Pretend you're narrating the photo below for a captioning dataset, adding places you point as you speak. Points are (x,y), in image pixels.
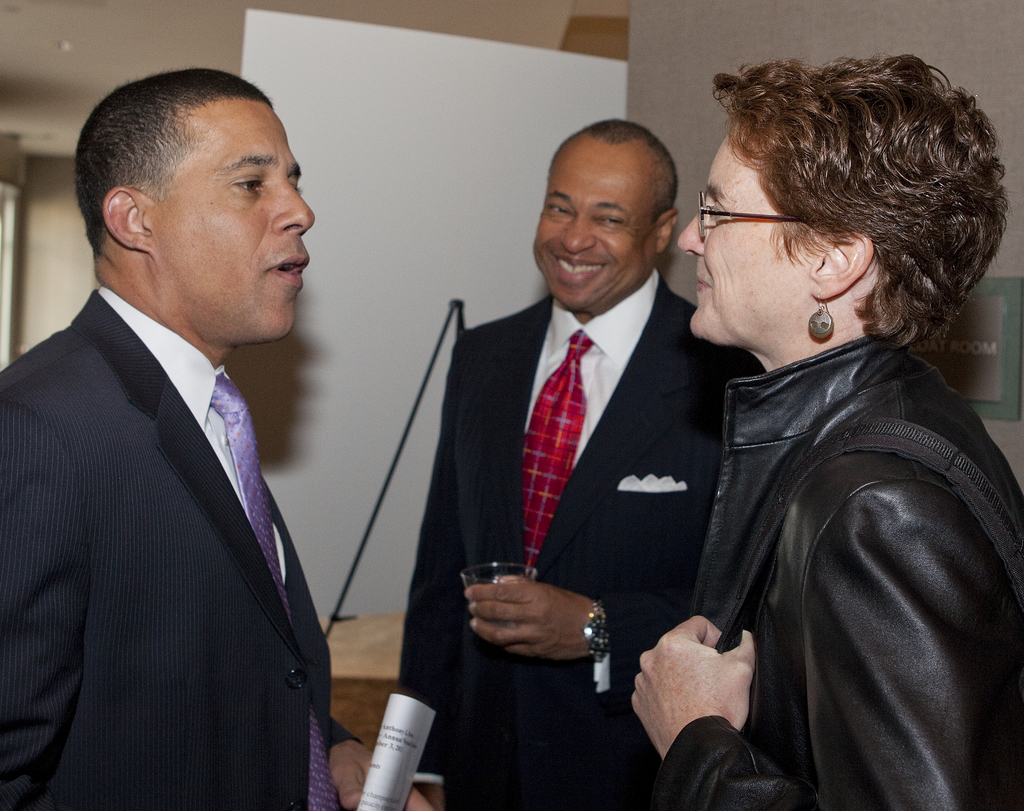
In this picture there is a person (706,293) standing and smiling and there is a person (637,546) standing and smiling and holding the glass (515,570) and there is a person (160,367) standing and holding the paper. At the back (448,55) there is a board (404,320). On the right side of the image (1012,300) there is a board (998,304) on the wall (1014,191) and there is a text (969,349) on the board (955,364).
